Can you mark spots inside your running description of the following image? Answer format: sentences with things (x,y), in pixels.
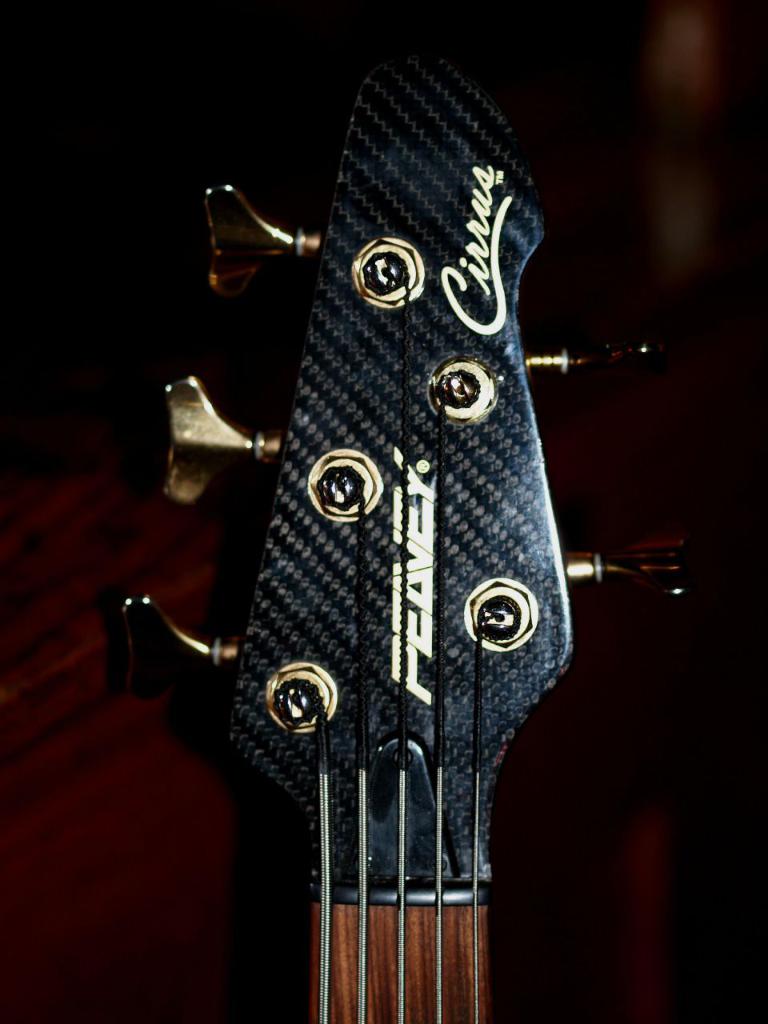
In this picture we can see a guitar (536,611) and its keys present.
